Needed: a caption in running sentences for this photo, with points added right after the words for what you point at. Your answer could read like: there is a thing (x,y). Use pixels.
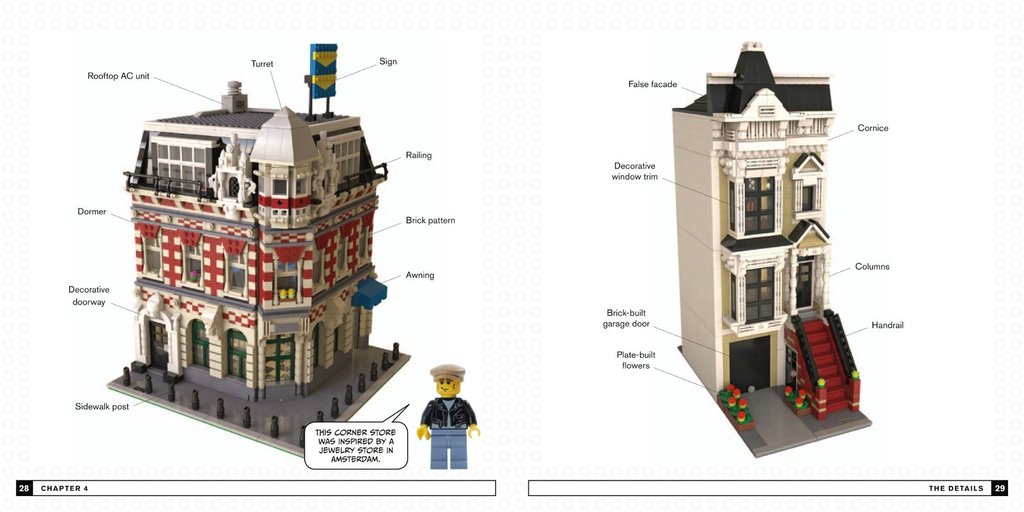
This is an animated image, in this image there are two buildings (244,268), there are doors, there are windows (284,353), there is a staircase (821,333), there is a man (443,402), there is text (370,449), the background of the image (637,420) is white in color.
